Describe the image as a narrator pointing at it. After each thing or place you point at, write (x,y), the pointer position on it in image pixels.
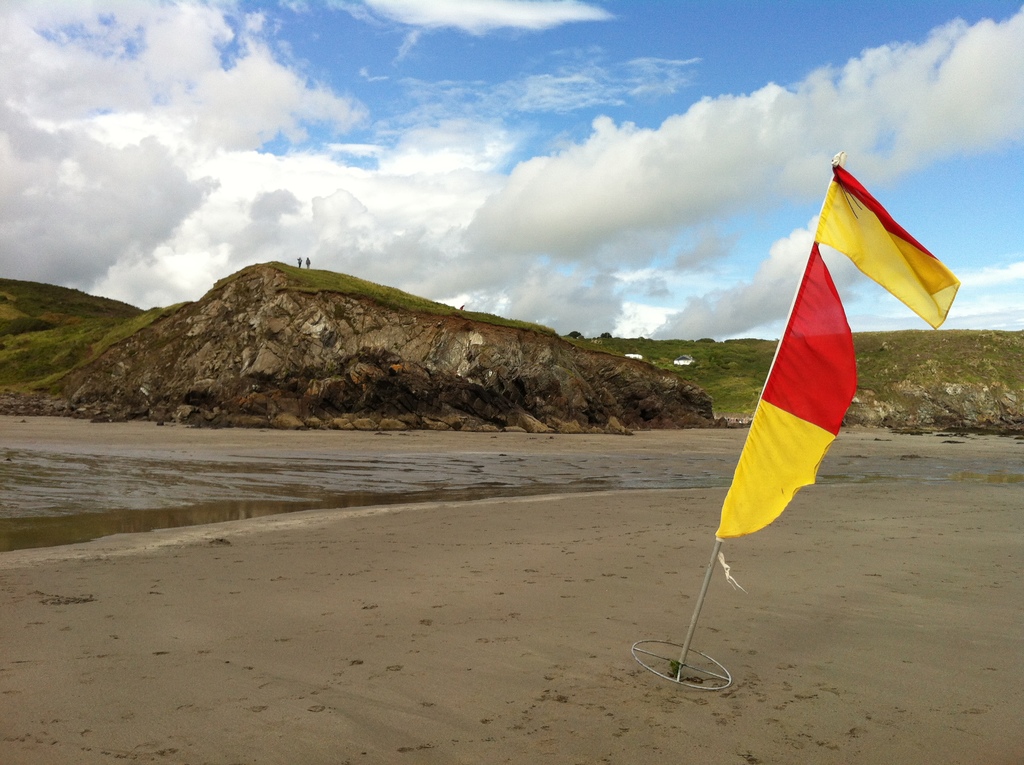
In this image we can see a flag (775,439) which is in red and yellow color. Here we can see water (116,497) on the ground (84,561), hills (292,331) on which we can see two persons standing and the blue color sky (455,133) in the background (686,242).
